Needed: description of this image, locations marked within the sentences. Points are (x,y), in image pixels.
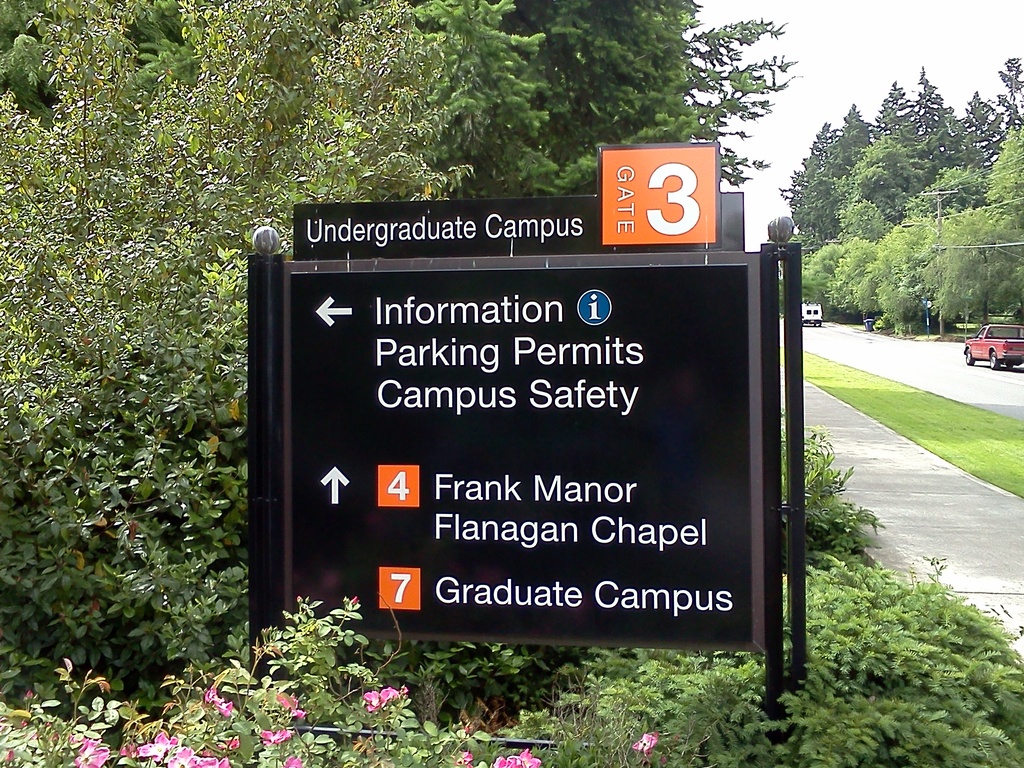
This picture is clicked outside. In the center (451,287) there is a black color board (707,374) on which the text (475,524) is printed and we can see the plants (657,659) and the trees (562,21). On the right (997,464) we can see the green grass (975,434), vehicles (810,315), trees (913,210) and the sky (829,89).
